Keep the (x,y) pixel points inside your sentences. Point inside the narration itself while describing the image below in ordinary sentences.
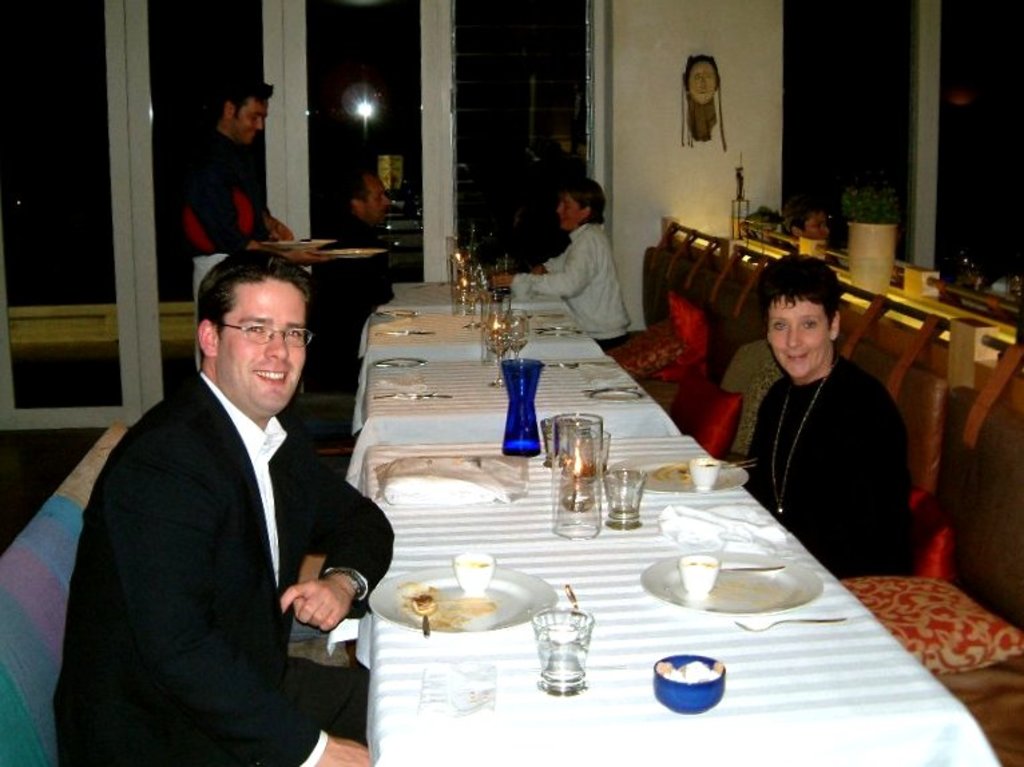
In this image we can see two men (353,269) and two women (618,300) sitting on the chairs (680,270) in front of the dining tables (608,420) which are covered with white color clothes (600,624) and on the tables (563,577) we can see the plates (546,602), glasses (577,641), candles (576,457), cup (671,656) and also tissues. We can also see the cushions (744,366), flower pot (868,196) and also the depiction of human toy (710,101) attached to the wall (702,39). There is a person (277,232) standing and holding the plates (326,251).
